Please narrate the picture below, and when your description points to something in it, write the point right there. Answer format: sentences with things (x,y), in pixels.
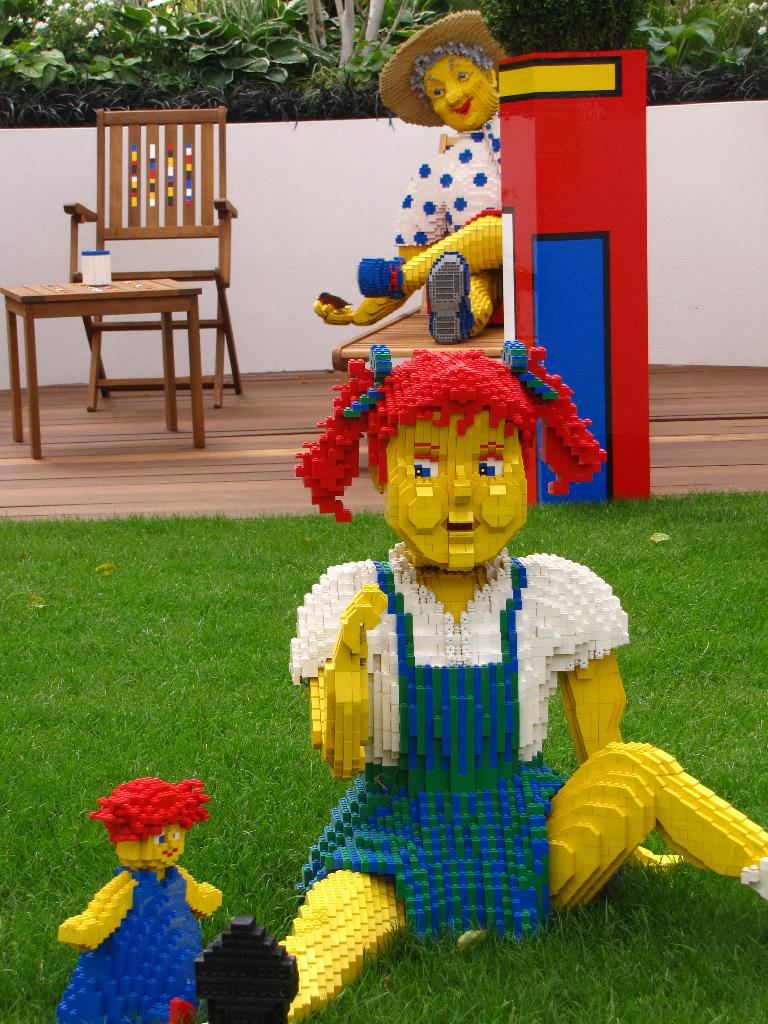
In this picture there are two toys (326,728) which are placed on the grass (283,806). There is a toy (443,216) which is placed on the bench (440,348). A container (83,275) is seen on the wooden table (102,287). A wooden chair (151,215) is also visible. A shrub (266,58) is seen in the background (296,83).
